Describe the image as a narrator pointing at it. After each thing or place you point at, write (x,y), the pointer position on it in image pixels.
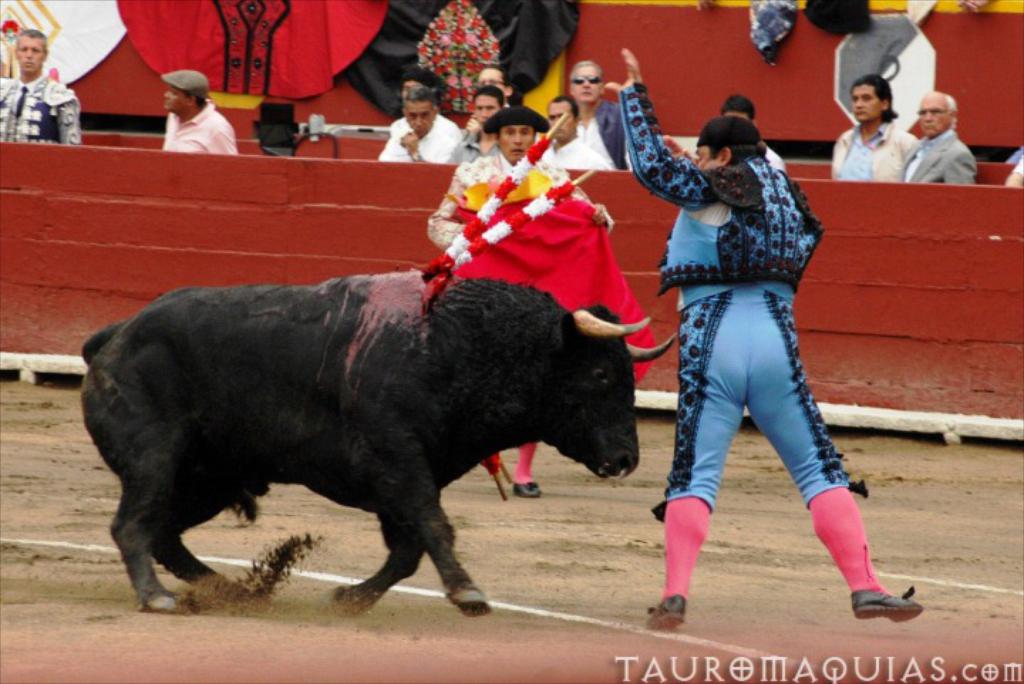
In the foreground of this picture (524,396), there is a bull (487,398) and a man (725,336) in blue color dress (748,350) present on the ground (206,596). In the background (939,130), there are persons (470,126) standing behind a red color wall (246,187) and this is called as bull fighting game.
